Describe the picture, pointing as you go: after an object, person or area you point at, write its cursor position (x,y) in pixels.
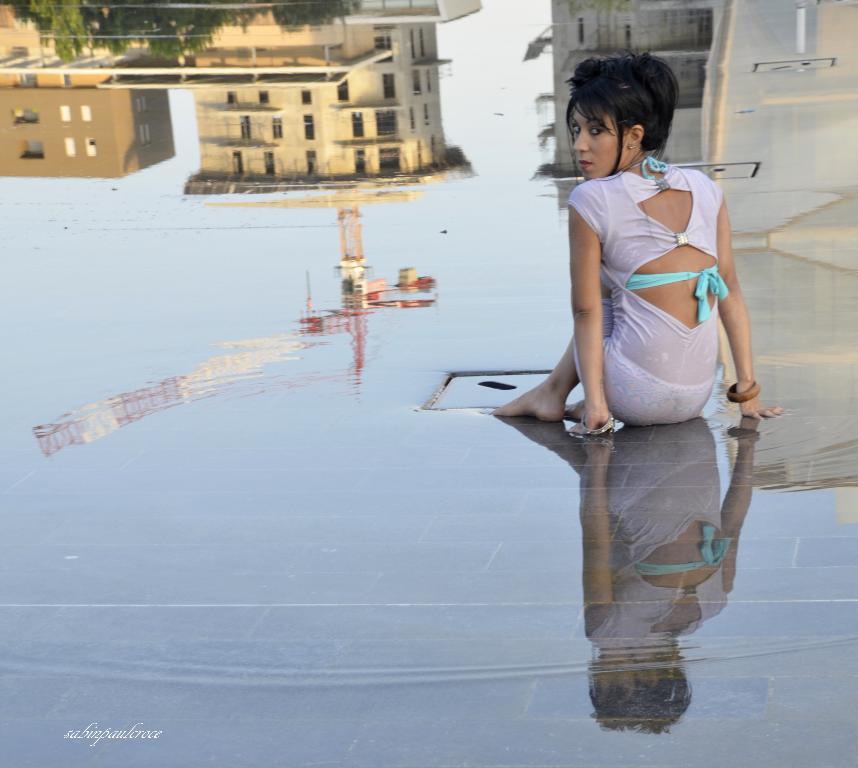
A girl (589,205) is sitting on a wet surface (293,426) wearing a white dress (644,367). There is a reflection (413,140) of buildings (276,99) and trees (82,45) at the back (322,41) on the water (322,41).
